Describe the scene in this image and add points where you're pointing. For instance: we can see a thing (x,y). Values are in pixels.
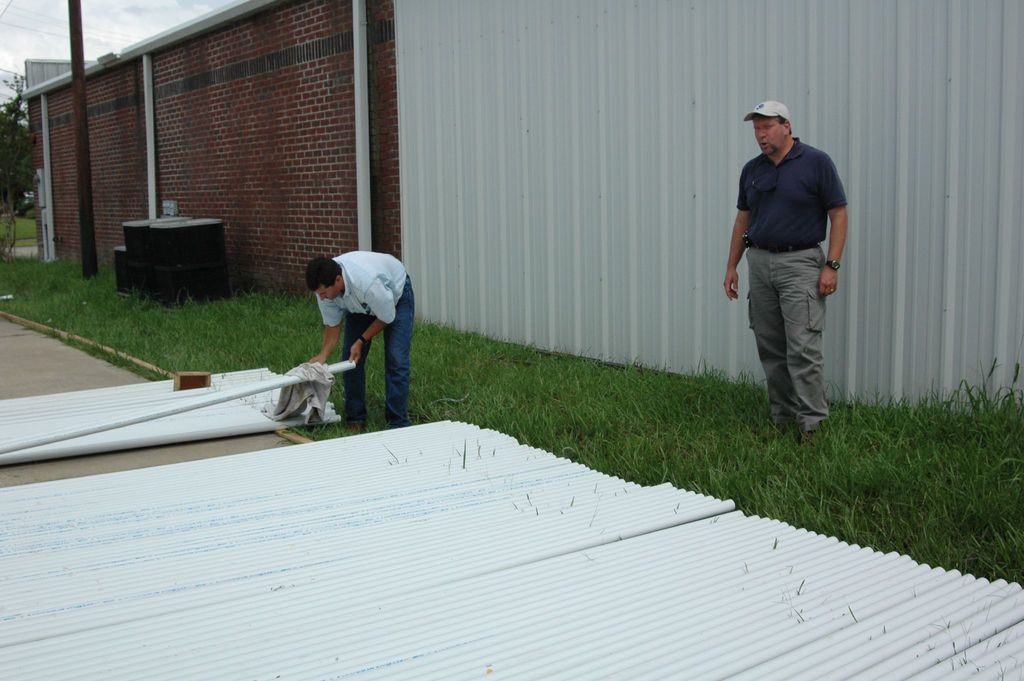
In this picture we can see two men (361,337) standing on grass (620,448), roof sheets (324,441), brick wall (176,143), pole (86,143), trees (8,159) and in the background (97,6) we can see the sky (123,35) with clouds (98,36).
